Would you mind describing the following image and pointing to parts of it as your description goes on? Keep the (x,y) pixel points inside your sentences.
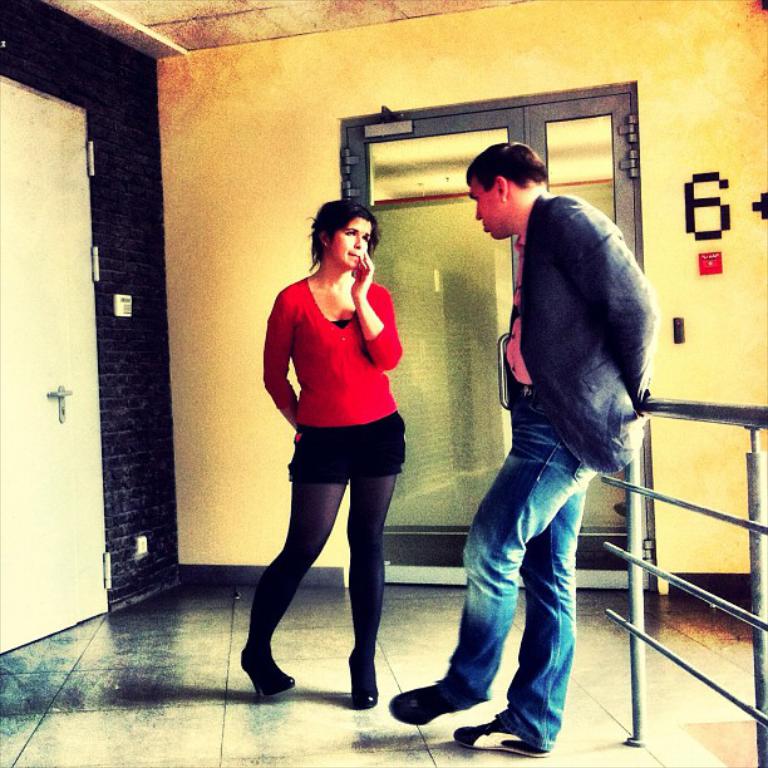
In this image I can see two people (522,415) standing and wearing different color dress (544,656). Back I can see doors (88,203) and wall (104,222). I can see a iron railing (708,509).
